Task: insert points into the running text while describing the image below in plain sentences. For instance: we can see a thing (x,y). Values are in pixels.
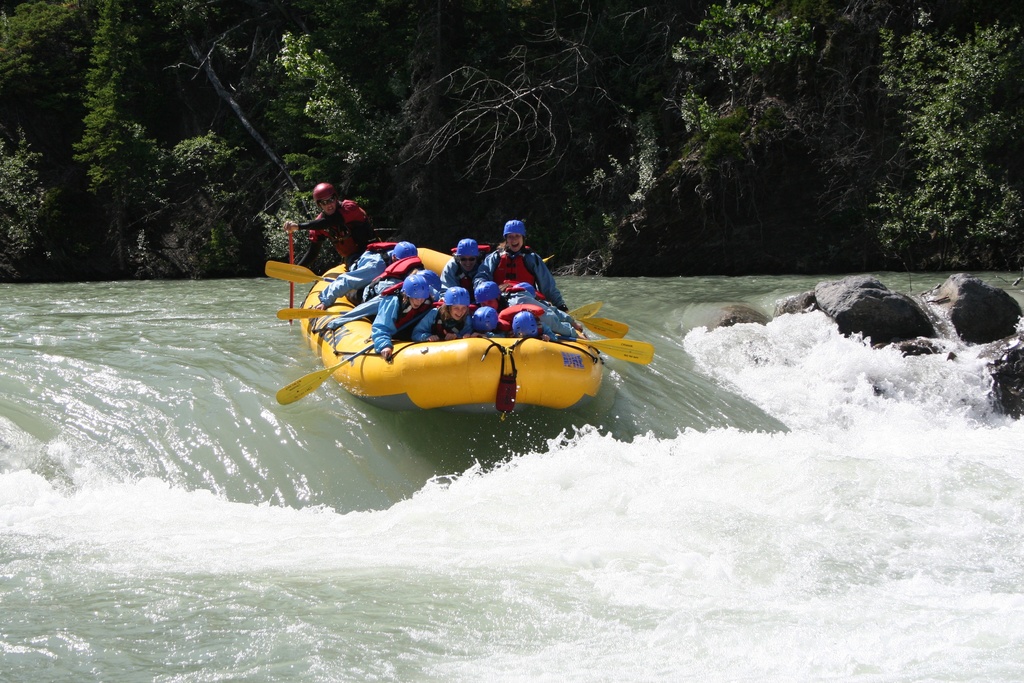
In this image there are a few people (385,350) rafting on the water (375,423), behind them there are trees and there are rocks (848,327).
